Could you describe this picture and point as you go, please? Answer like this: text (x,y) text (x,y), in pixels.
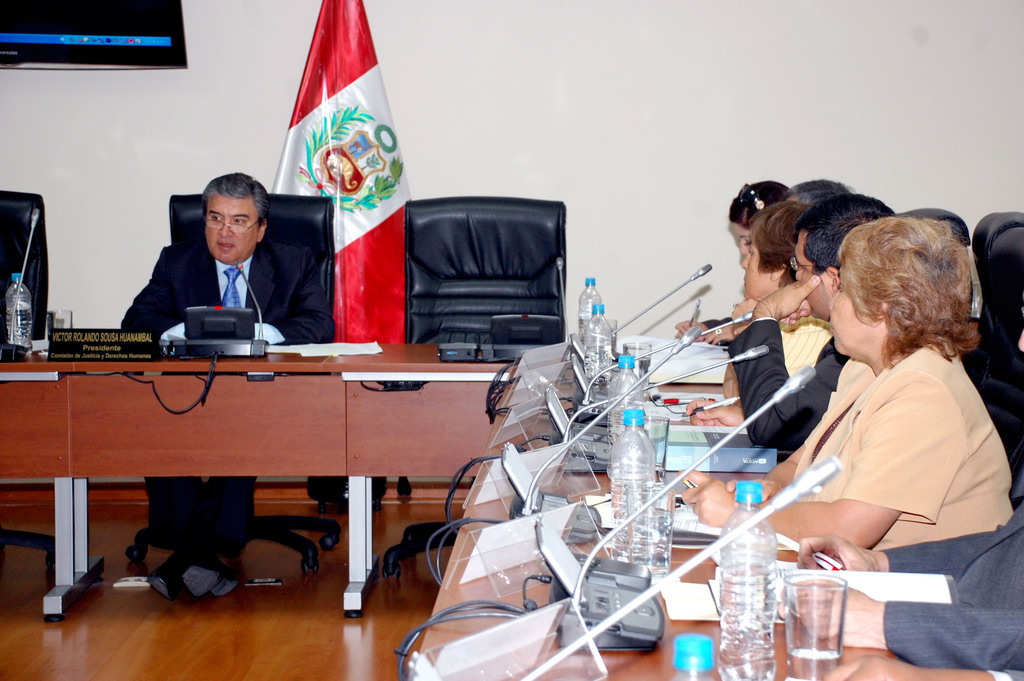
In this picture we can see some people (850,293) are sitting on the chair (1021,399) in front of them there is a table (673,484) on the table (667,383) we can see microphones (624,564) water bottles (638,489) glasses (650,549) and papers (707,352) and the left side (333,407) we can see a table (315,392) on the table (321,421) we have microphone (248,349) water bottle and one person (230,297) is sitting on the chair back side we can see a flag (357,207).
